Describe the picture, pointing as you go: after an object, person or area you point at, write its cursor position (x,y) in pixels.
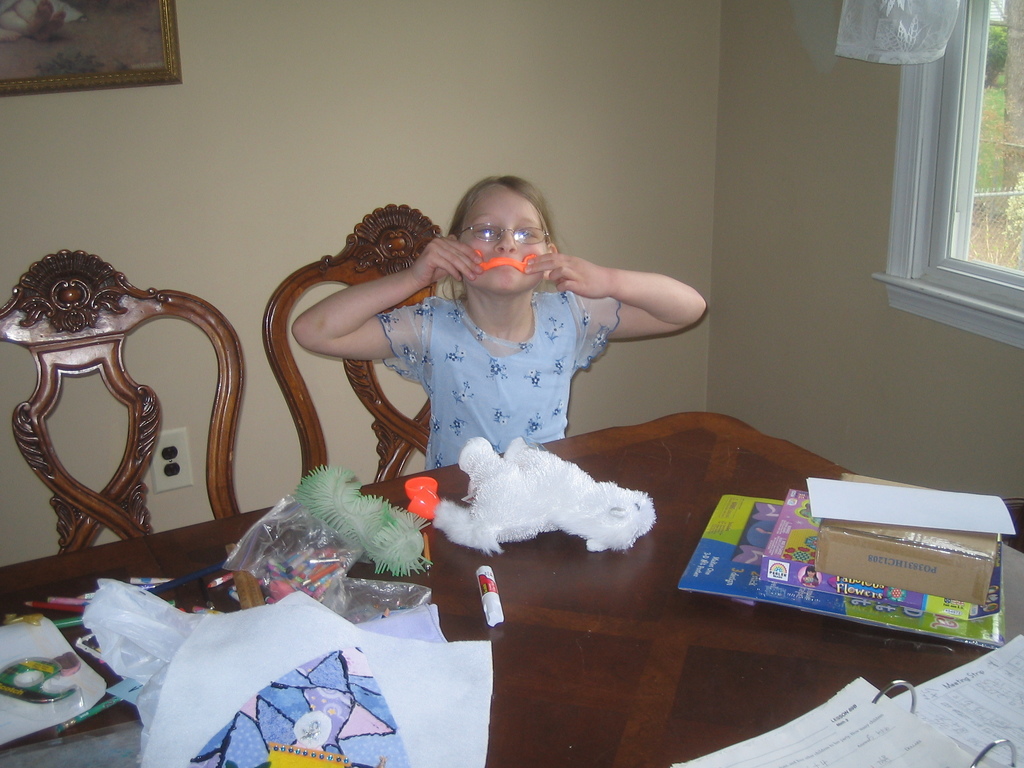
In this image I can see a girl (523,331) sitting on a chair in front of a table (635,671). On the table (635,635) we have few books (784,563) and other objects (388,596) on it. On the right side (914,147) I can see that is a window (966,141) and a wall (670,109).
